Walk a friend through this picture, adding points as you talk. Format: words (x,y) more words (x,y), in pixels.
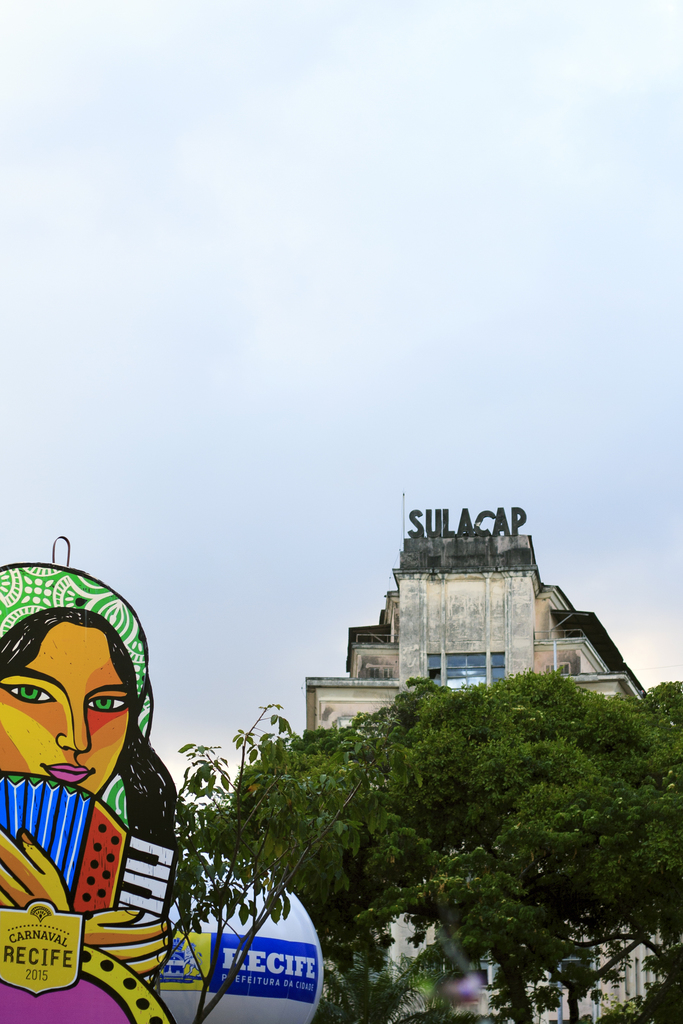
In this image we can see the building (500,568) and on the top of the building (448,593) we can see the name (438,527). Image also consists of trees (481,865). On the left (38,702) we can see a woman depiction (94,826). There is a white color object (249,889) and on the object (230,943) we can see the text (263,976). At the top (180,114) there is a cloudy sky (333,274).
